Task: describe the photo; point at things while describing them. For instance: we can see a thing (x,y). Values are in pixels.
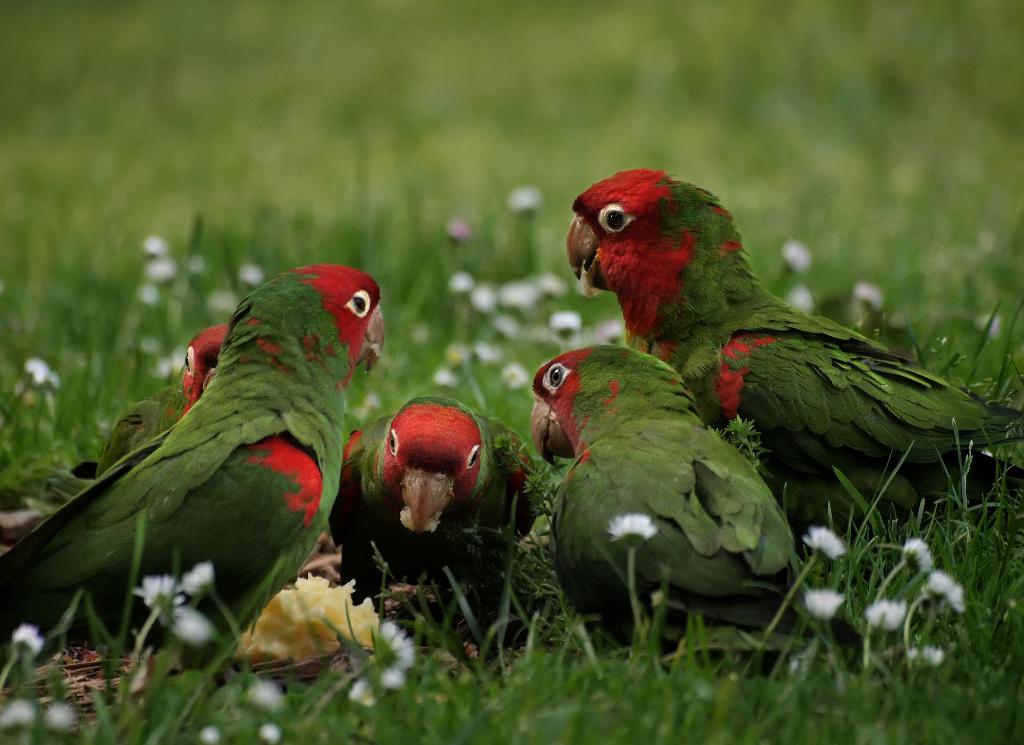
This image consists of parrots (361,499) in green and red color are eating. At the bottom (603,677), there is green grass (873,677). The background (699,140) is blurred.
